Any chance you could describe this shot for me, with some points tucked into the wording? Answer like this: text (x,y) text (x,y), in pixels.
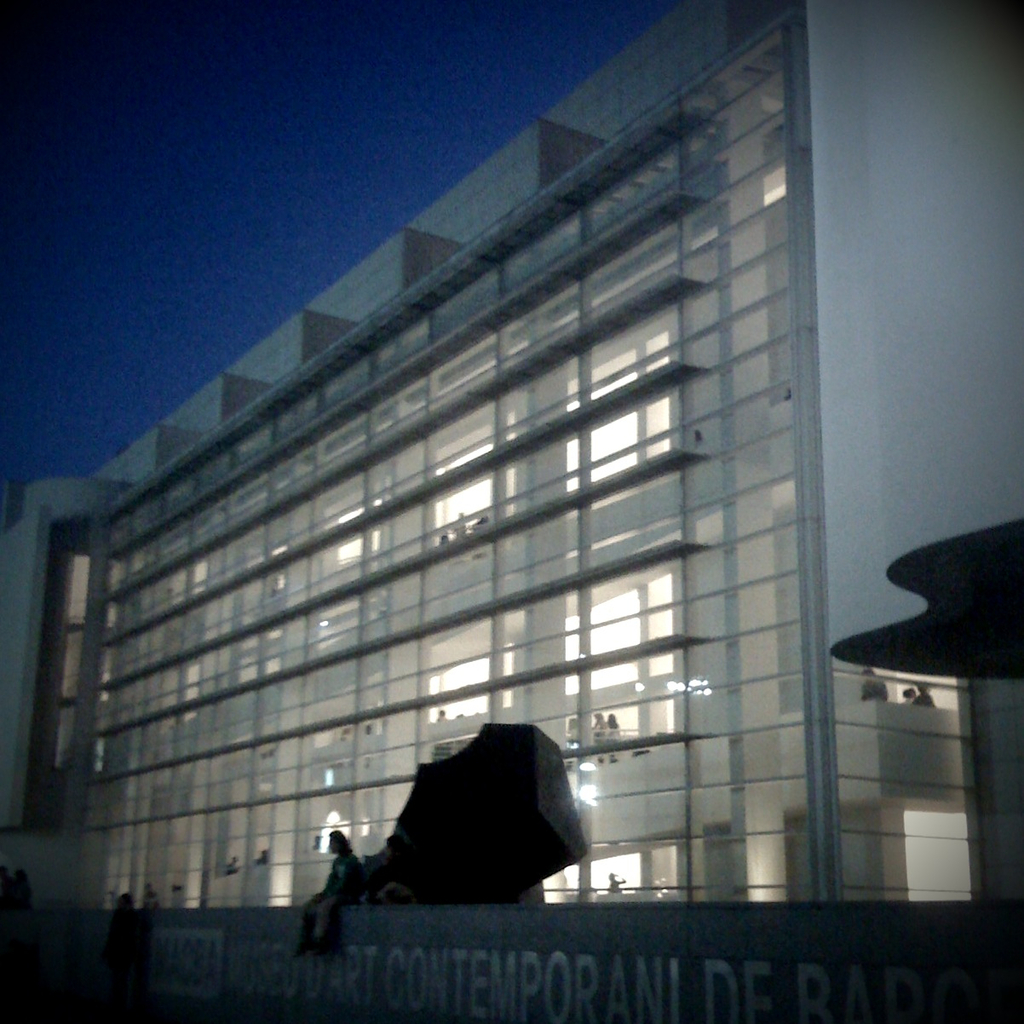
In this image there are few people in the building (766,834), there are few people (117,955) on the wall (313,1002), on the wall (511,986) there is some text (169,941) and the sky (227,239).
